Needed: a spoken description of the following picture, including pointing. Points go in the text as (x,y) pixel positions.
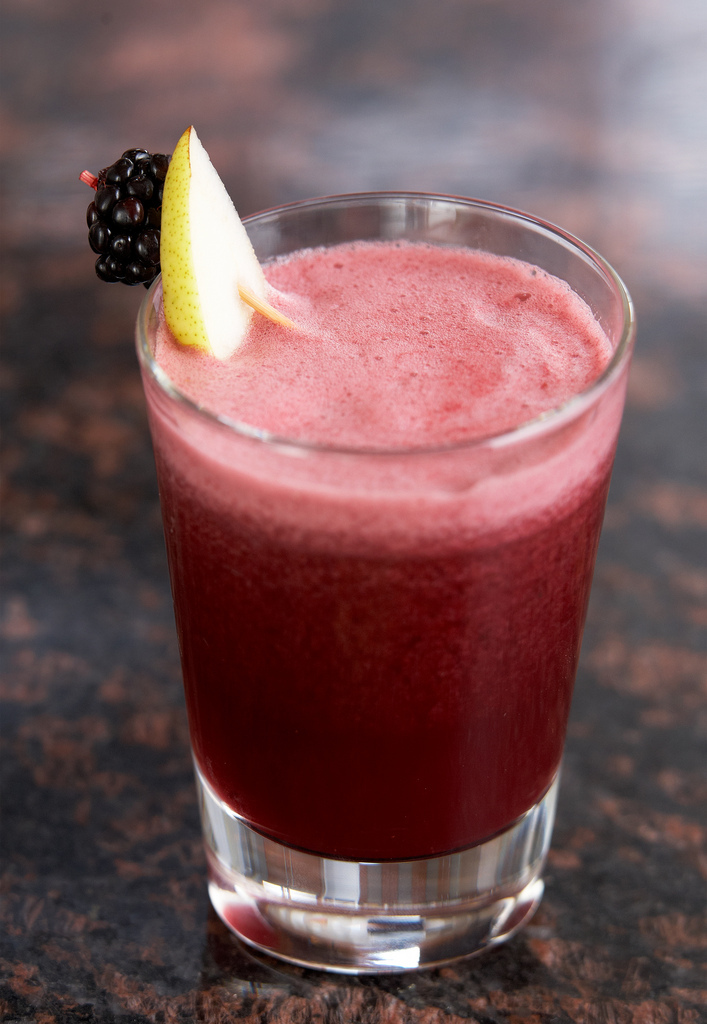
In this picture we can see a glass (318,718) of juice (345,358) which is pinkish in colour and its garnished with a slice (204,312) of pear fruit (197,258) and black berries (134,260).
